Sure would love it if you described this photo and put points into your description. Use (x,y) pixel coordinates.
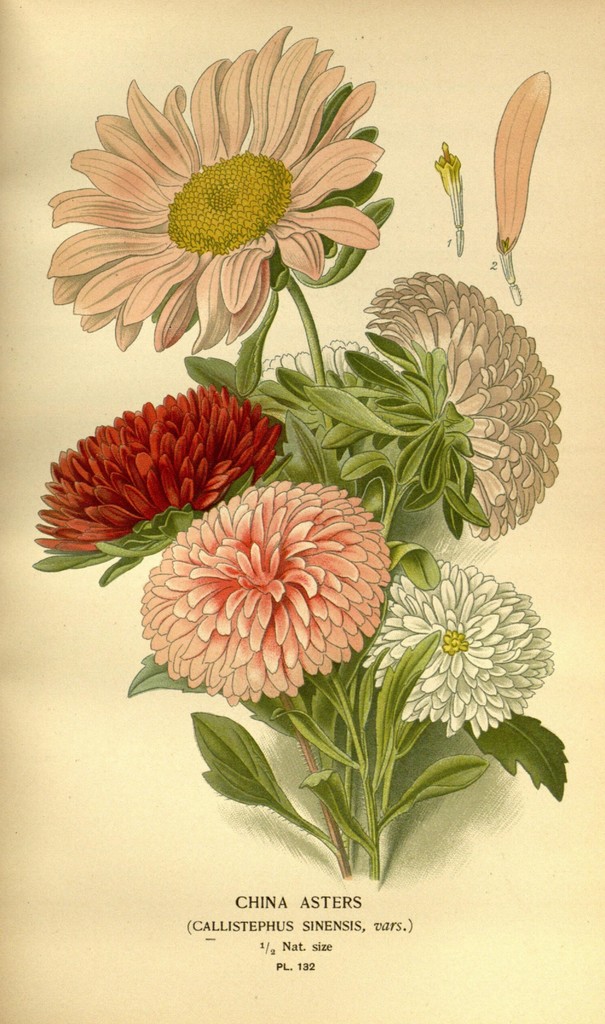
This is a picture of a painting (252,874). The picture consists of flowers (259,133). At the bottom (333,926) there is some text (313,925).
